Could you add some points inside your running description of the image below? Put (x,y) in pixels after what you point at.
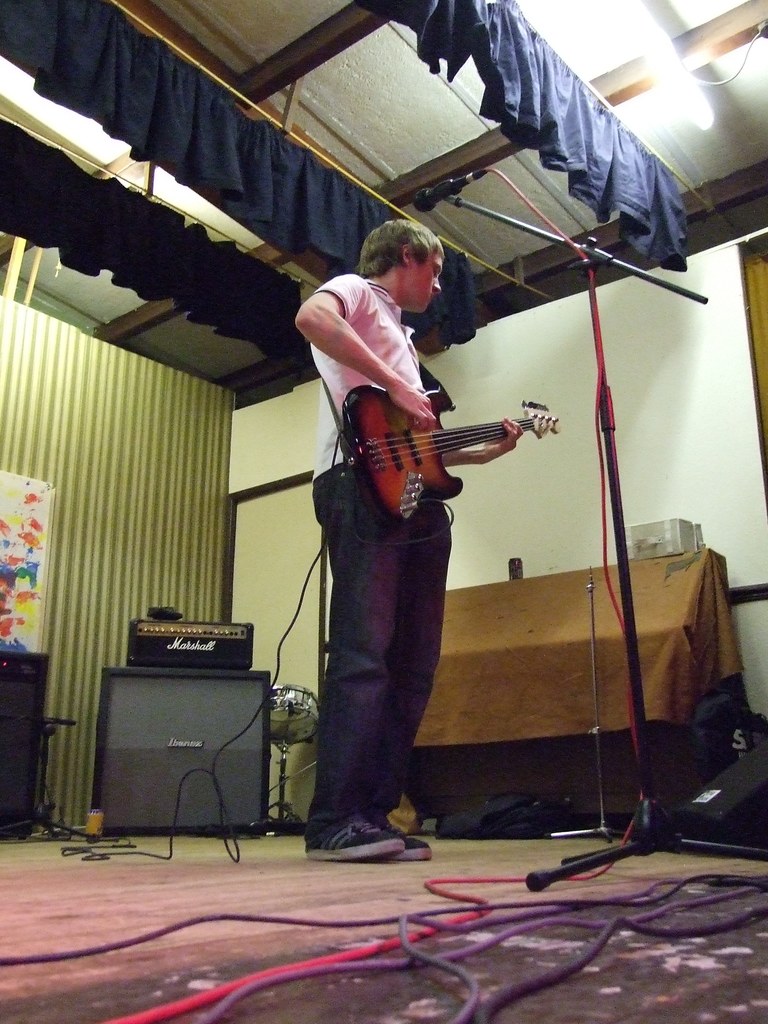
A man (404,274) is playing guitar (377,423) with a mic (433,198) in front of him.
